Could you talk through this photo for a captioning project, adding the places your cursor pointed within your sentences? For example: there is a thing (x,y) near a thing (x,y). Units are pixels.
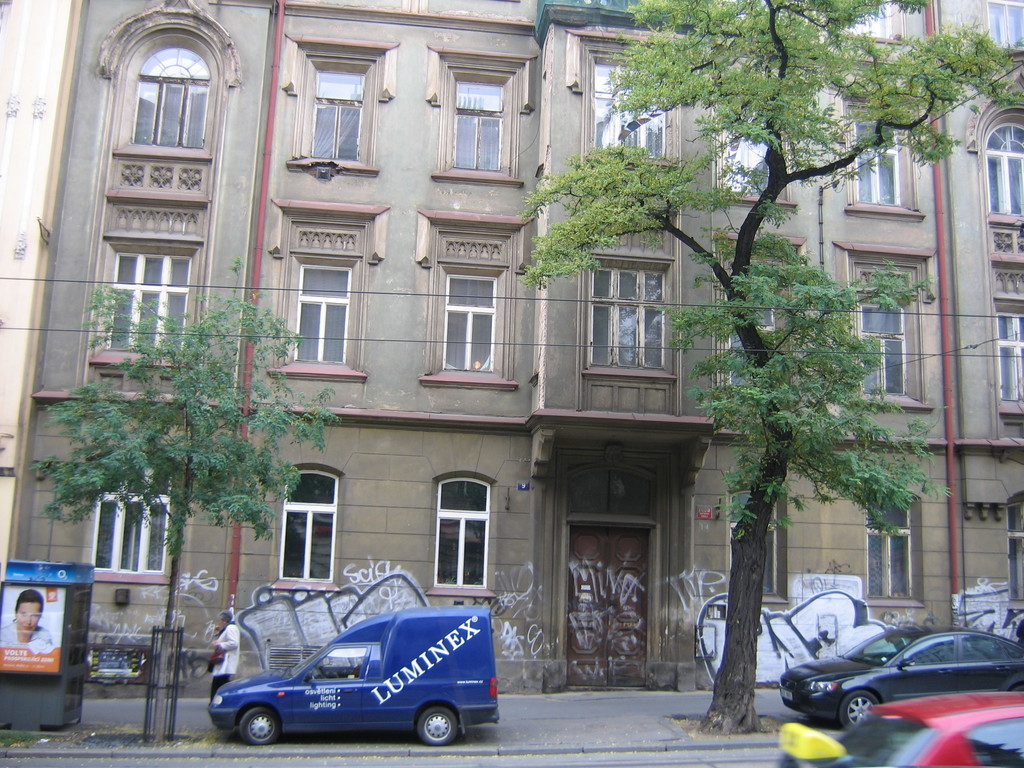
In this picture we can see a person (229,653) is walking on the pathway (190,706), beside to the person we can find few vehicles (879,641) on the road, and also we can see few trees (238,395), cables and a building (348,235).
